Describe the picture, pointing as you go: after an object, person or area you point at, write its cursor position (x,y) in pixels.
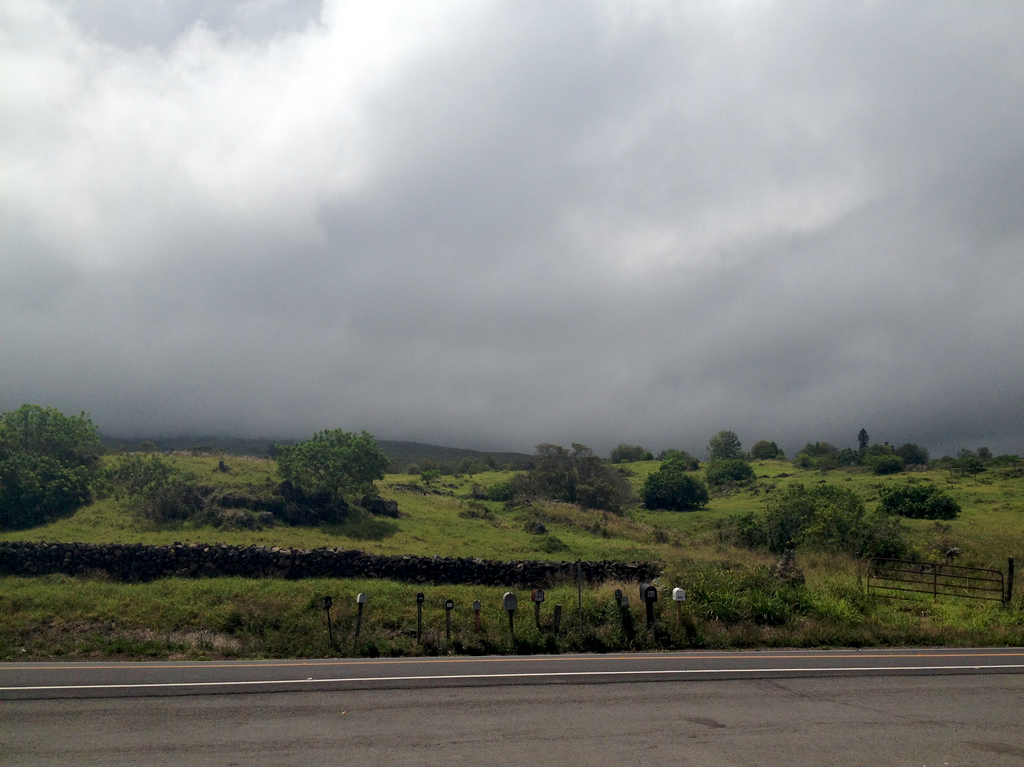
In this images at the bottom (557,709) we can see a road (555,699), objects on the sticks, grass (361,546) and trees (199,501) on the ground (140,525) and on the right side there is a barrier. In the background (248,451) we can see hill (247,438) and clouds (529,294) in the sky (502,256).
